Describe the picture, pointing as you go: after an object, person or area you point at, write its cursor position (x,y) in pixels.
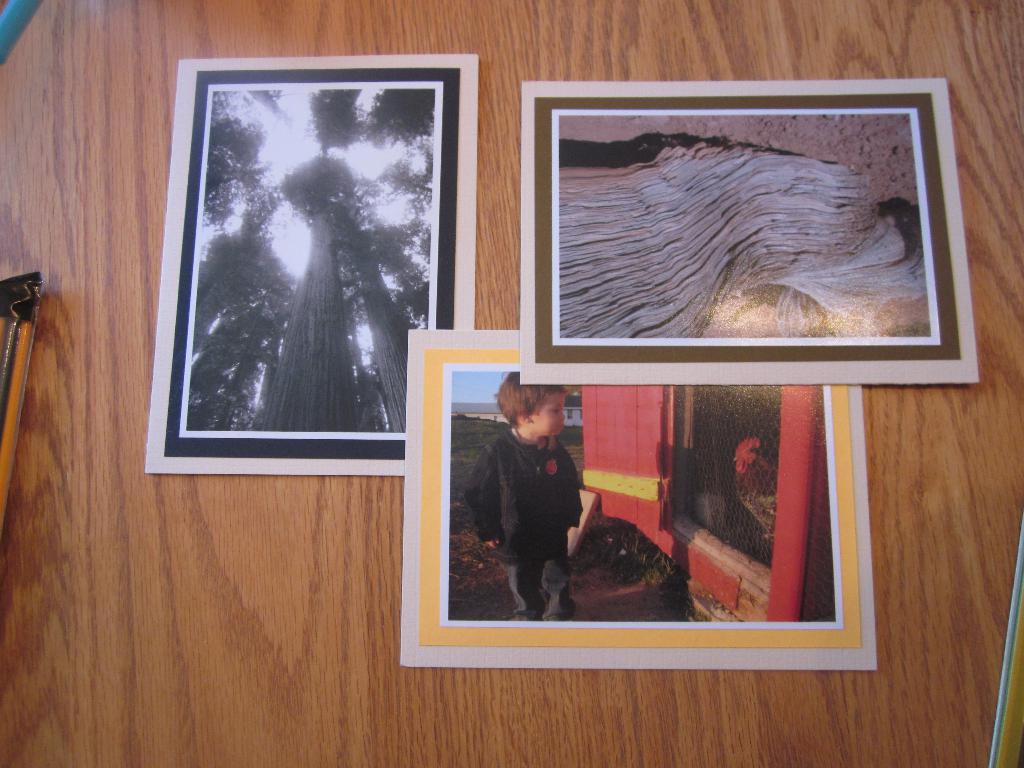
In this picture there are posters (546,292) in the center of the image (449,306).
